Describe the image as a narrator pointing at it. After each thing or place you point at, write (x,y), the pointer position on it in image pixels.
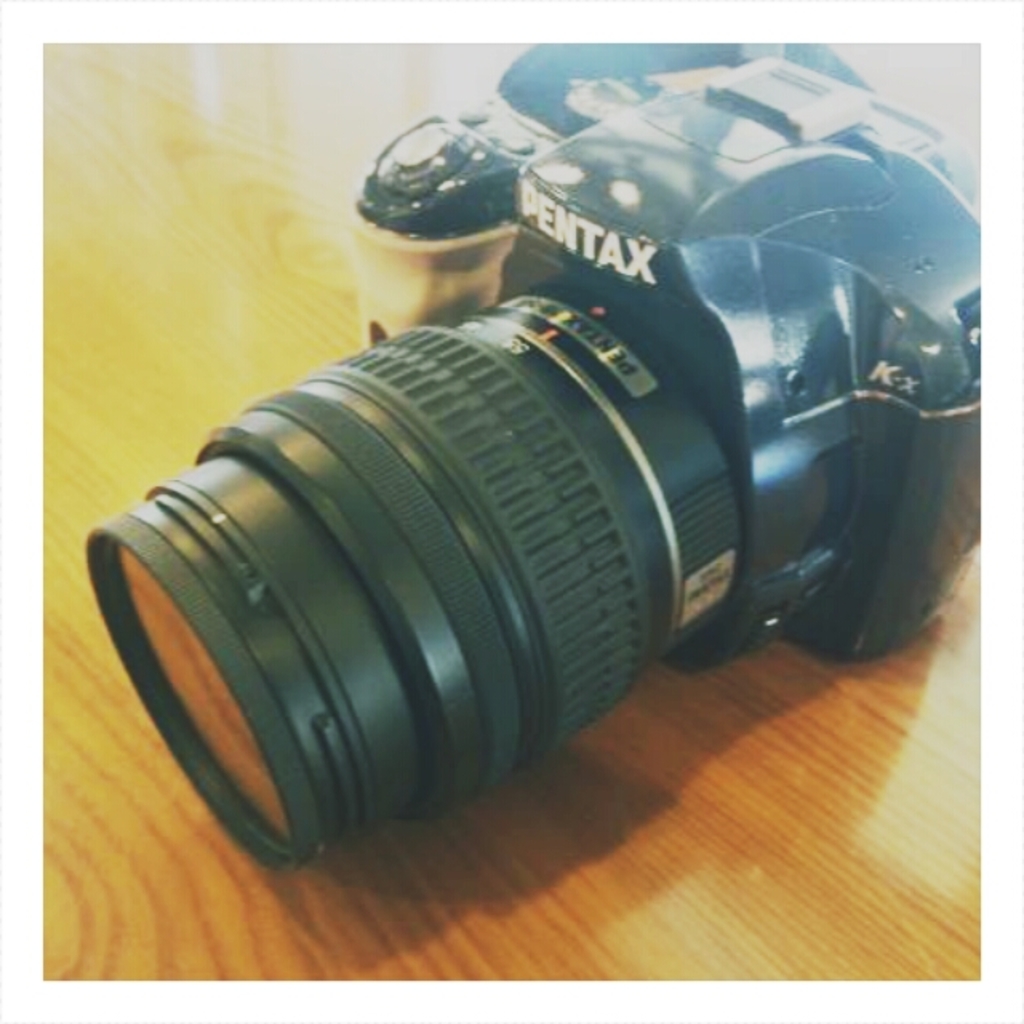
In this picture I can see a camera (787,414) on the table (816,782).
